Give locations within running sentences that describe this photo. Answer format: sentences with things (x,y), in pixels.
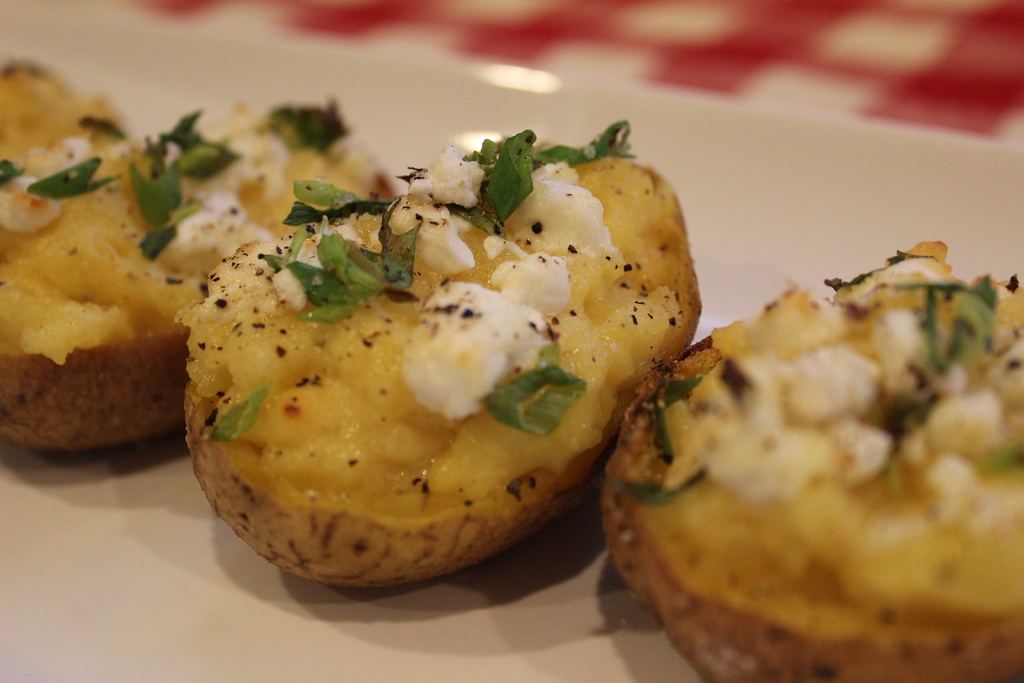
In this picture we can see food (682,245) and blurry background (860,143).
